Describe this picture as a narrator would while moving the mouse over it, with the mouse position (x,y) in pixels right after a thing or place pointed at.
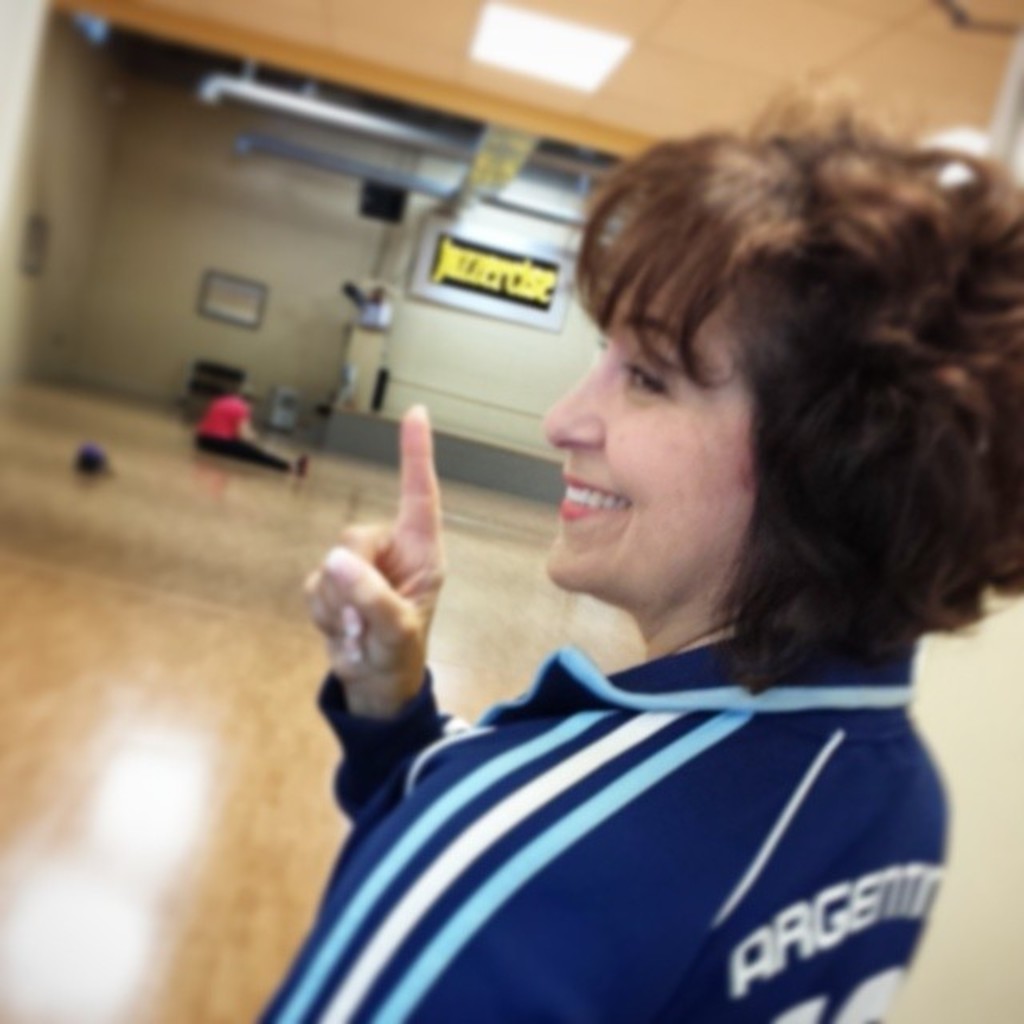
In this picture we can see a woman (736,680) is smiling in the front (641,499), there is a person (267,460) sitting in the middle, in the background (239,230) we can see a wall (248,221), two metal rods (302,146) and two boards (464,296), there is some text (506,282) on this board (486,278), we can see a light (546,52) at the top of the picture (550,35).
